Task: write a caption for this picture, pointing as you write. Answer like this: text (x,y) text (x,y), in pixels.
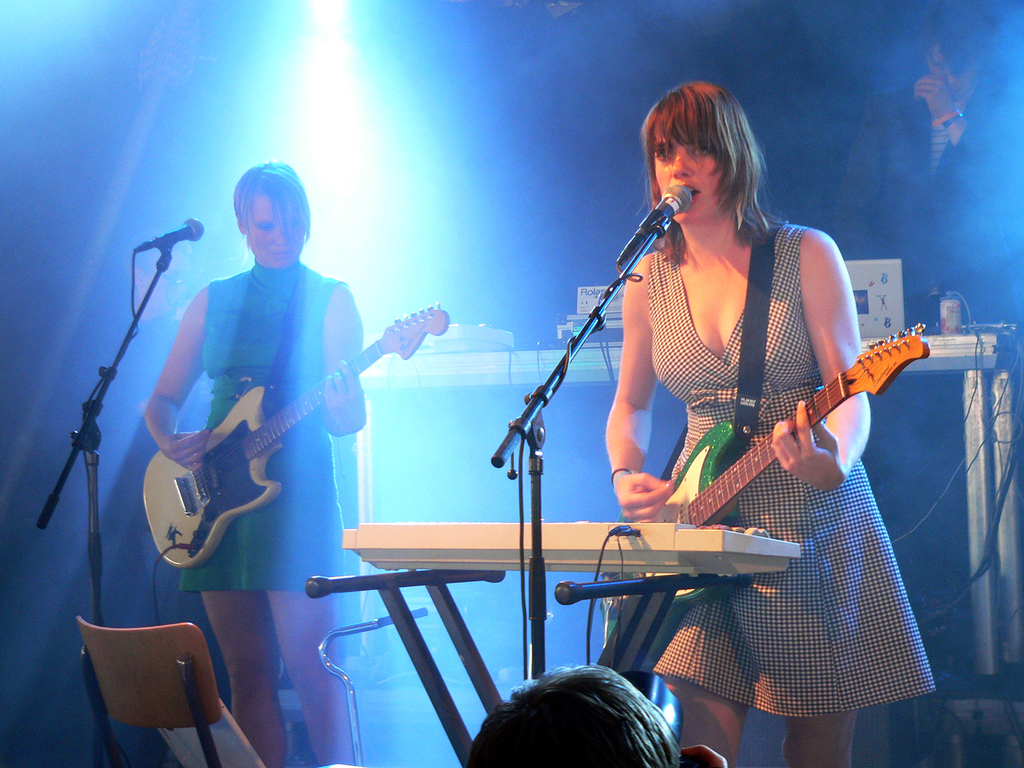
In this picture we can see there are three people (298,340) standing on the stage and the two women (873,595) are holding the guitars (195,483) and a woman (694,335) is singing a song. In front of the women (788,311) there are microphones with stands (532,477) and a chair (145,707). Behind the people (635,379) there are some musical instruments (878,322) and a light (324,161).
